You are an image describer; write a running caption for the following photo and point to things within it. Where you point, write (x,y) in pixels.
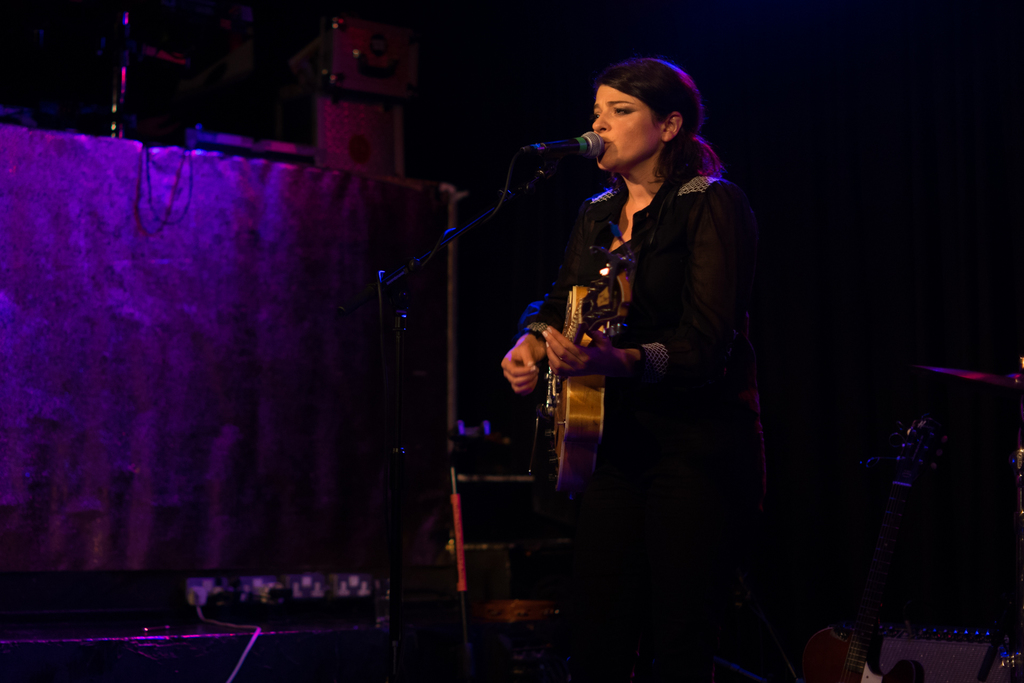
This woman (730,183) is playing guitar (576,340) and singing in-front of mic (579,148). On top (373,84) there are devices (356,108). These are musical instruments (848,645).
